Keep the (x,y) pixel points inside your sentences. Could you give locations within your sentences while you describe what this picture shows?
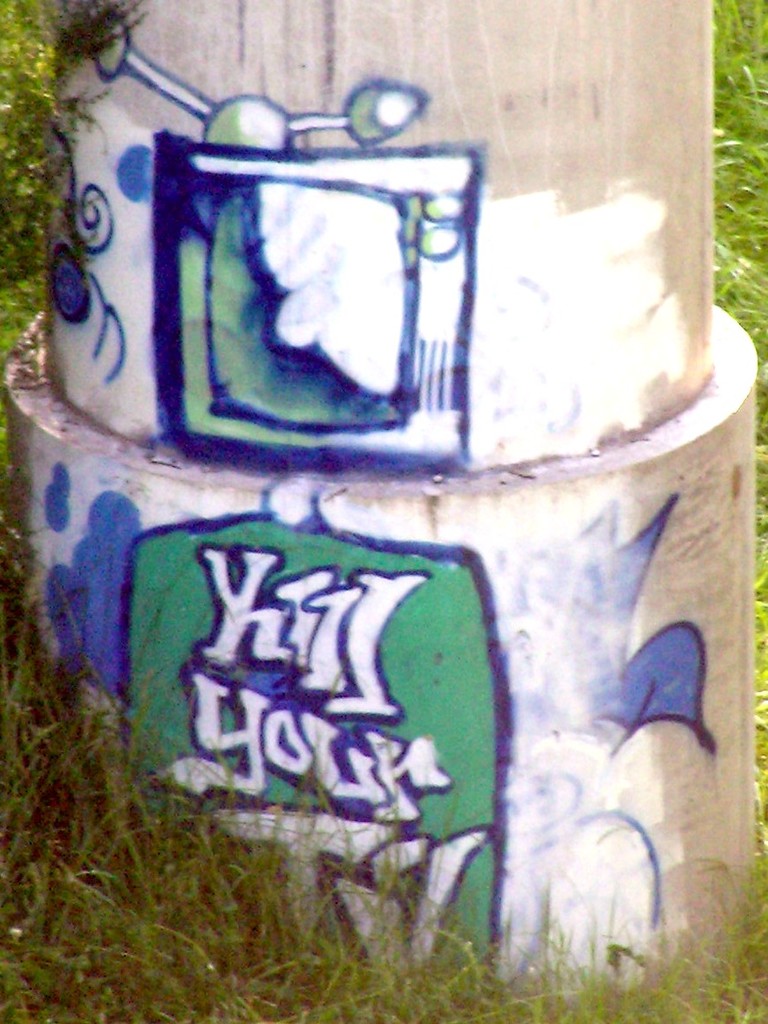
In this image there is a pillar (376,606) on which there is painting (368,446). At the bottom (232,889) there is grass (155,878).
